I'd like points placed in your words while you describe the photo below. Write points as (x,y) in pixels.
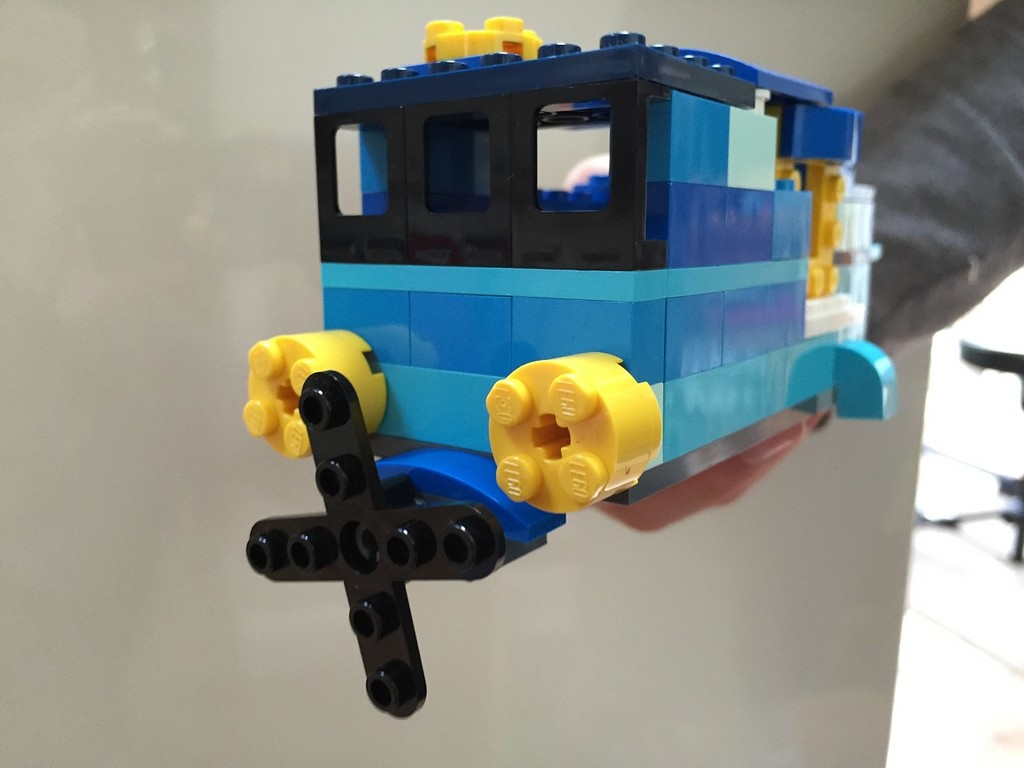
In this picture we can see a person hand (934,110) is holding a toy (390,142) and in the background (189,34) we can see the wall (803,572).
